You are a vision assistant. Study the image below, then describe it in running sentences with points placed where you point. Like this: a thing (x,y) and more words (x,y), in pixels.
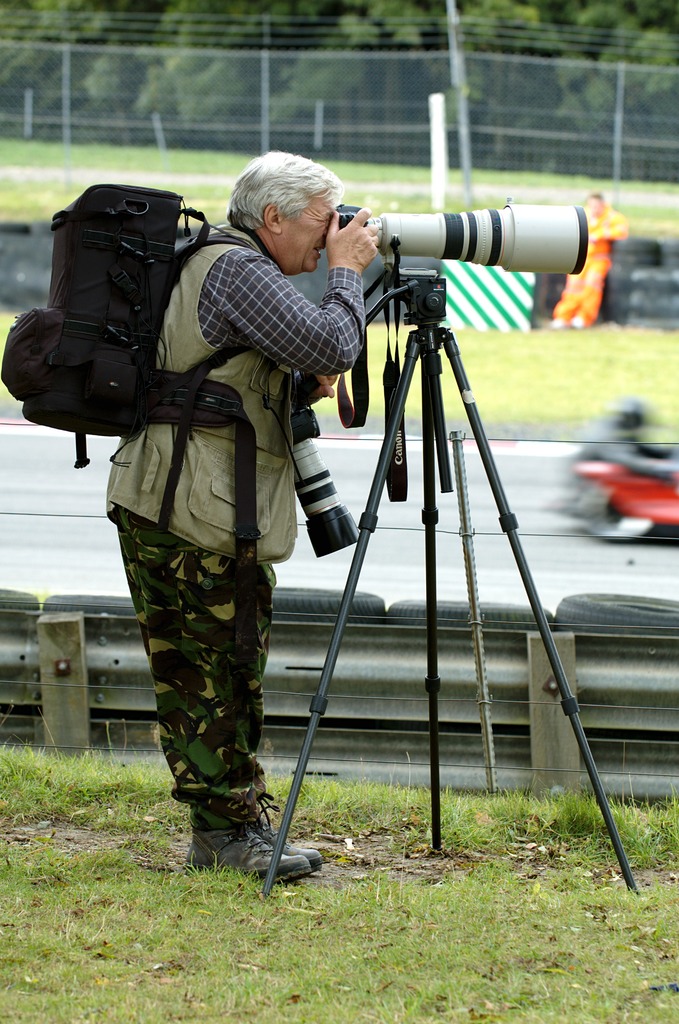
The man (236,320) in the blue shirt (214,329) who is wearing black backpack (115,360) is clicking photos on the camera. in front of him, we see a camera stand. At the bottom of the picture (456,927), we see the grass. Beside him, we see an iron fence (295,728) and a red color bike (654,490) moving on the road (560,447). The man (598,281) in orange jacket (590,267) is standing in the background (601,295). Behind him, we see a fence (401,112) and the poles (467,160). There are trees (573,8) in the background (561,4).
